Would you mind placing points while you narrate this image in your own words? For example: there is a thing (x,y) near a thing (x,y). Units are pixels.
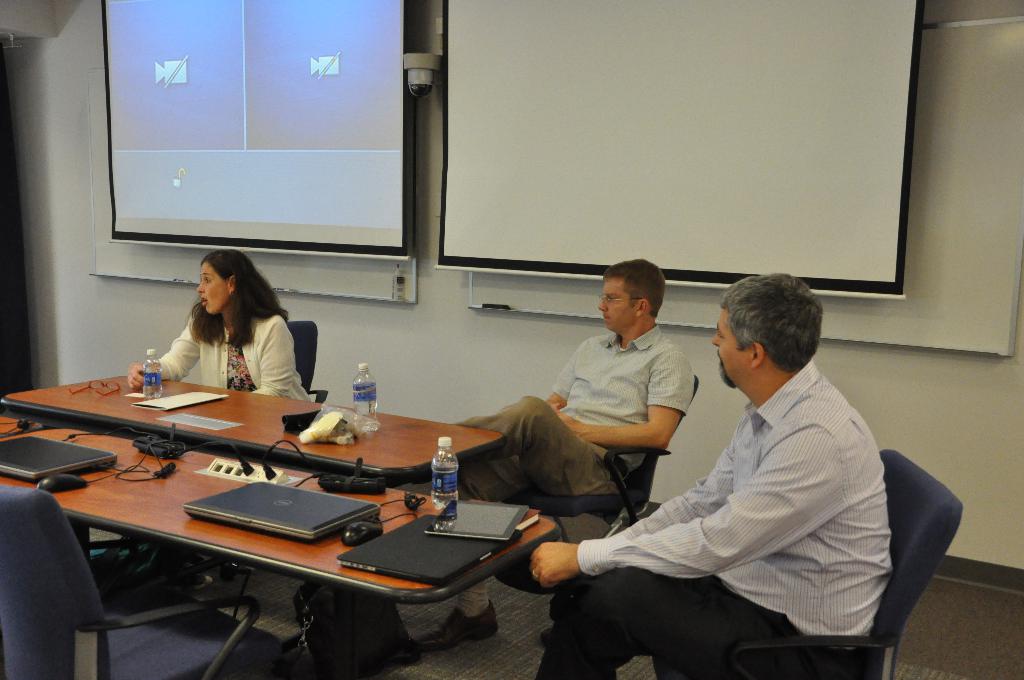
In this image i can see a woman (254,343) and two man (649,440) sitting on a chair (571,500) there are three laptops (223,495), three bottles (150,354) a paper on a table (280,424) at the back ground (223,232) i can see two projectors (367,152) and a wall (442,336).
